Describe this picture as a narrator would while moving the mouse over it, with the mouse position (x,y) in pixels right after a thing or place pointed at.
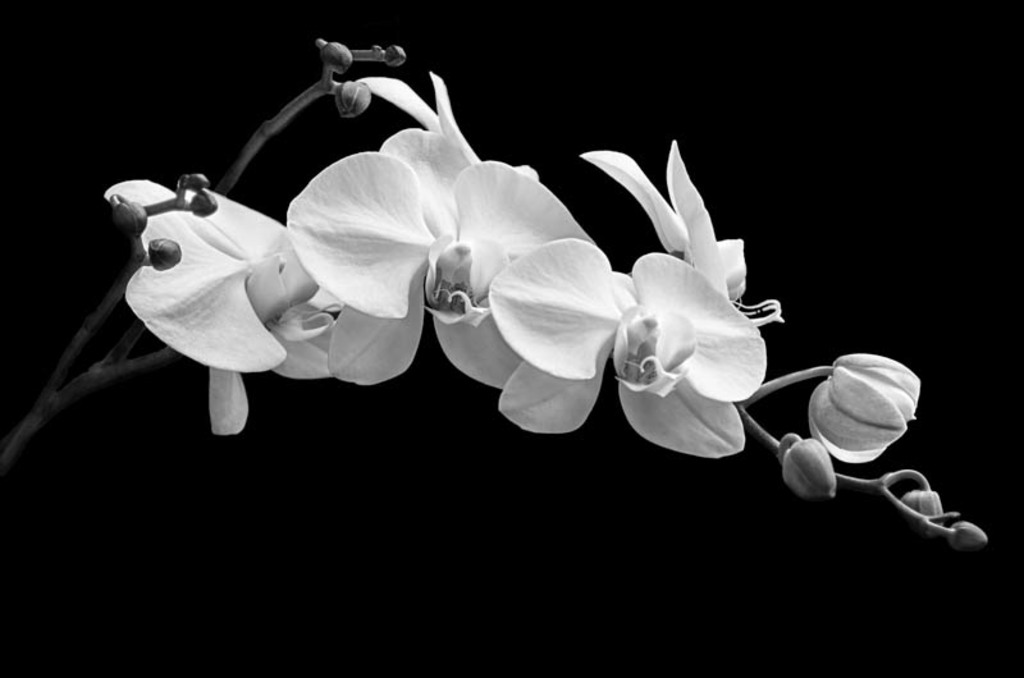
In this image I can see there are few flowers (275,243) attached to the stem (263,138) and the background of the image (679,563) is dark. This is a black and white image.
